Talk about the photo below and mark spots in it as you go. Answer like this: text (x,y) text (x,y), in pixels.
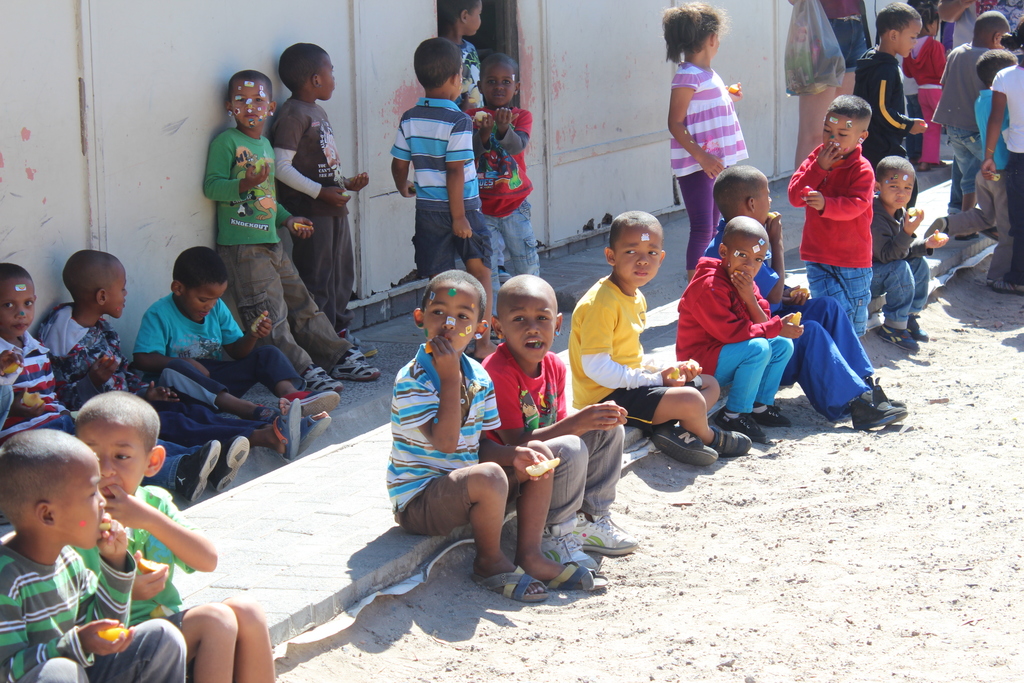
In this picture, we can see a few people (525,311) holding some objects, and among them a few are sitting and a few are standing, we can see the wall (752,27), and the ground (389,669).
